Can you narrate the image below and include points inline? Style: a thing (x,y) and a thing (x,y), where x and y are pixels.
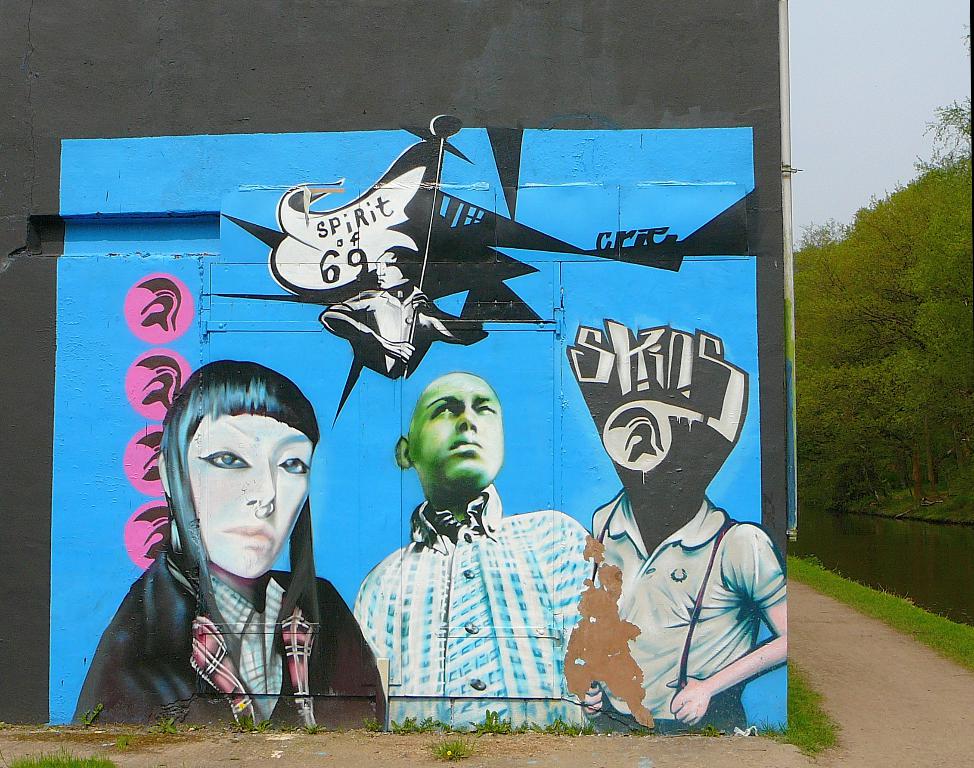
In this image, we can see a painting (406,468) on a wall (428,457). At the bottom (431,726), we can see plants (488,722). On the right side of the image (932,513), we can see grass (918,628), walkway (869,656), water (917,558), trees (853,358) and sky (839,128).
